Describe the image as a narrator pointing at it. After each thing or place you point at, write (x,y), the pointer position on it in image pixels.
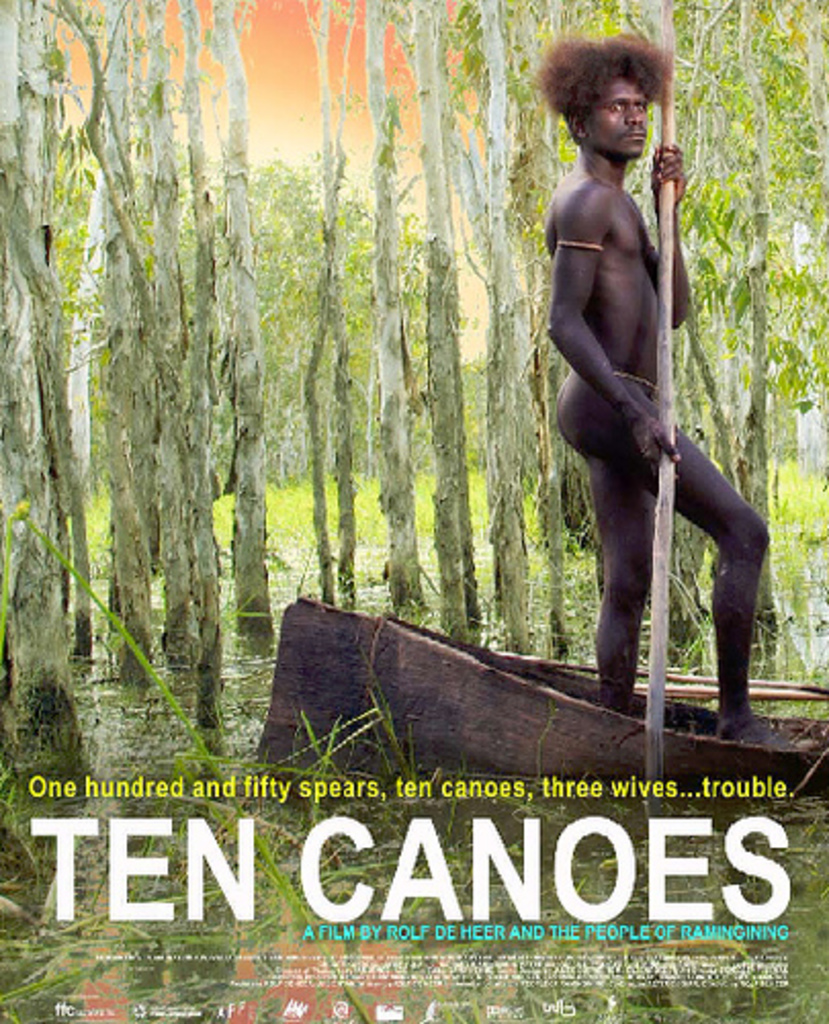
In this image, we can see trees (273,221) and there is a man (591,352) holding a stick (662,388) and standing is on the board (412,685). At the bottom (155,731), there is water (190,742) and we can see some text (81,824).
